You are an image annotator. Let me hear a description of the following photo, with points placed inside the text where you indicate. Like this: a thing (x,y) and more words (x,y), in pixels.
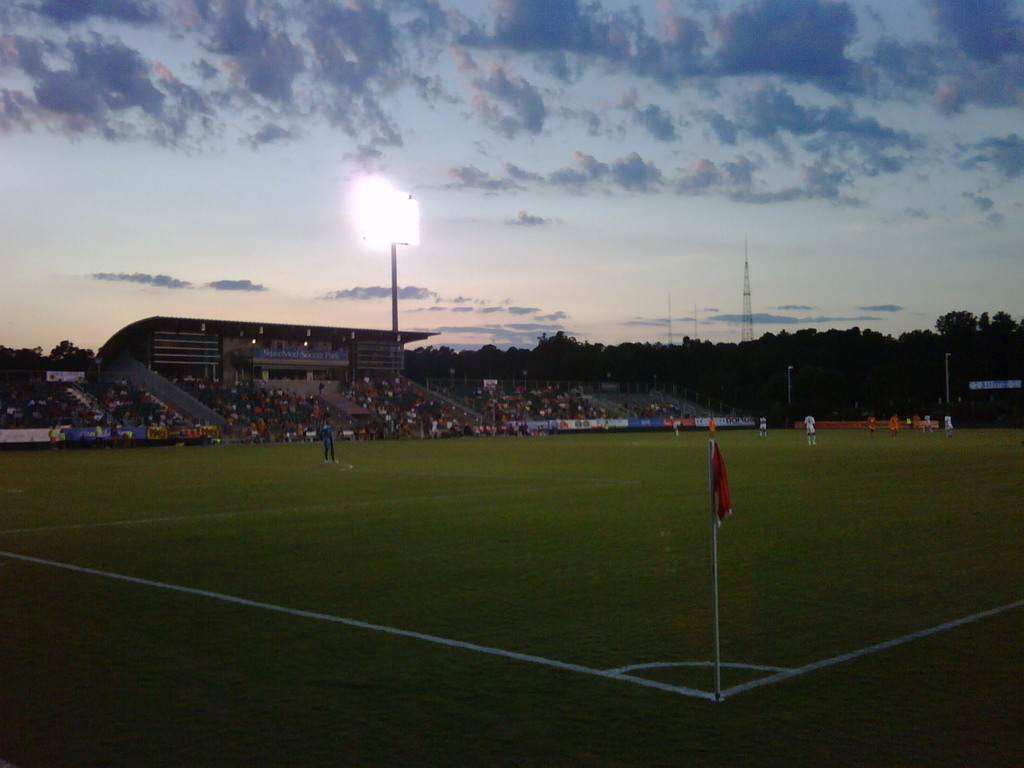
In the image we can see there are people (331,444) standing on the ground (560,487). Behind there are spectators (204,392) watching the people (523,435) and the ground (534,465) is covered with grass (611,646). There are lightings (387,231) on the top (399,211).
